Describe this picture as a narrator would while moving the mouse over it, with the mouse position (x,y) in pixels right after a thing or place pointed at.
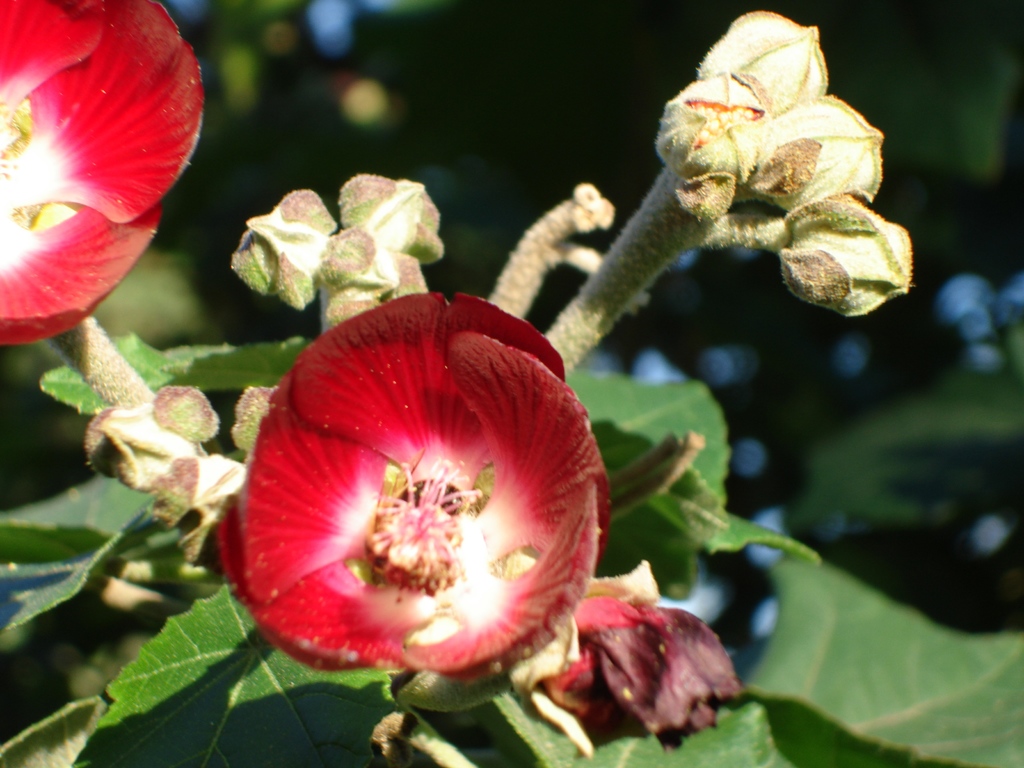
We can see flowers (290,543), buds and leaves (230,363). In the background (886,53) it is blur.
